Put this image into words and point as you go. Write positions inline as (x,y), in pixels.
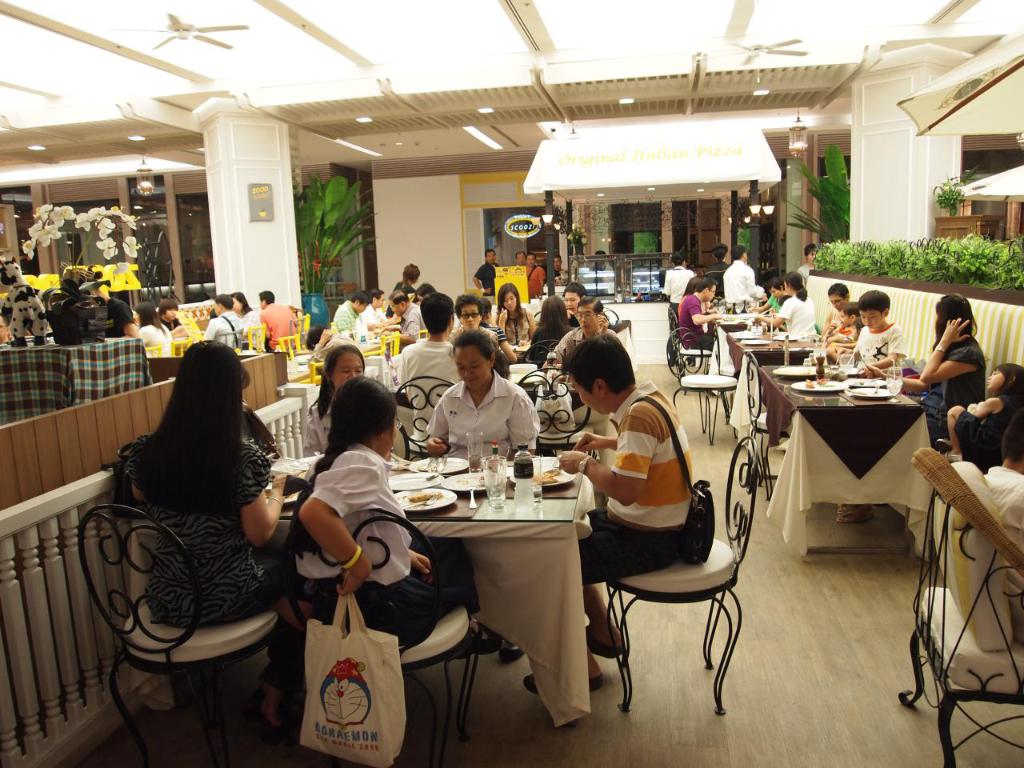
In this picture there are a group of people (626,398) sitting and they have a table (481,512) in front of them with some water bottles (527,502), plate (422,486) served with food (432,494). There are some forks (476,493) and also spoons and onto the right we can see some other people (886,348) sitting and having their meal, also there are some people (420,309) over here and there some plants (835,263) on to the right (1023,276) and left and also there are some people (746,274) standing over here and the lights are attached to ceiling (440,30).
